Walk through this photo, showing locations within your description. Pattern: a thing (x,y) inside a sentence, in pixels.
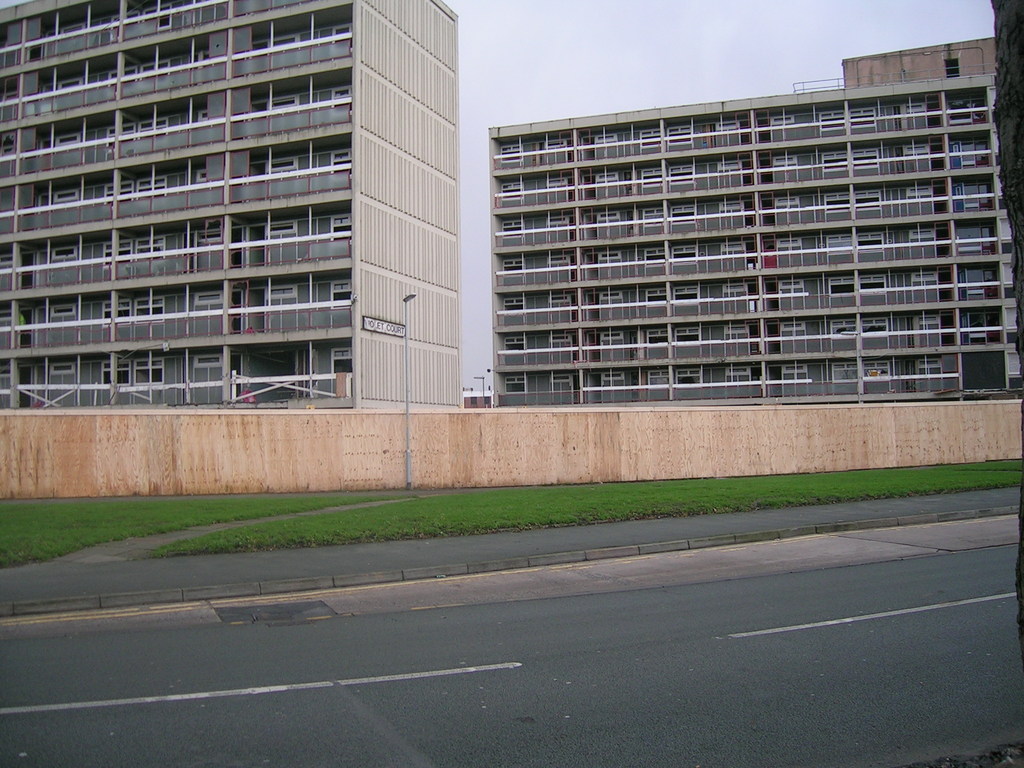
In this image, we can see buildings (719,224). There is a wall (519,440) beside the road (608,626). There is a sky (607,18) at the top of the image (624,47).
